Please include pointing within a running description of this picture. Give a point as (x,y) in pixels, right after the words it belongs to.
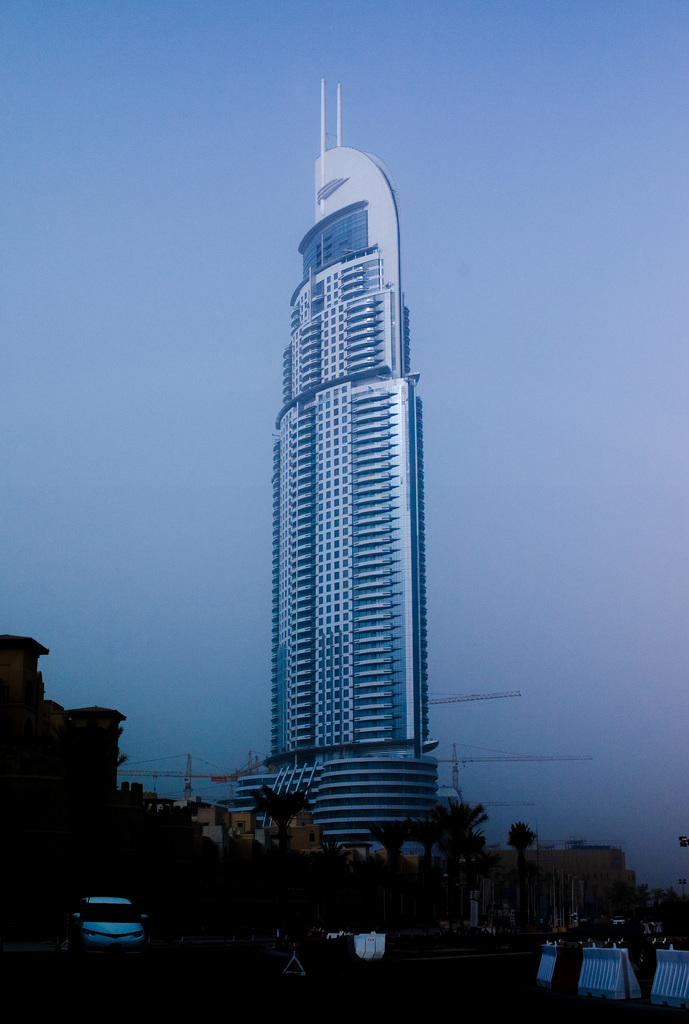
In this image there is a road (307,1014) in the foreground (313,983). There are vehicles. There are trees (367,917) and buildings (11,894). There are electric poles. There is a tall building (362,248). There is a sky (427,228).
